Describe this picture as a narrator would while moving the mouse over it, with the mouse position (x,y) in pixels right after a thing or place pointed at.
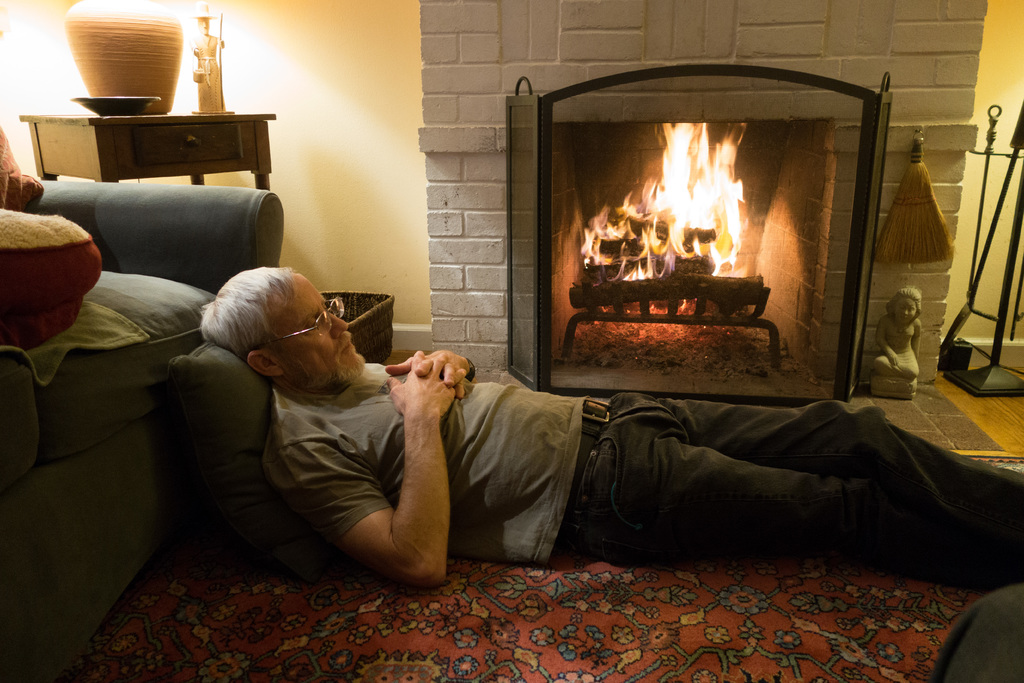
In this picture I can see a person (539,557) laying on the carpet (503,565) and a pillow (216,367), there is a chair (115,251), pot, toys (223,101), plate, table (191,121), fireplace (620,139) and there are some other items (14,194).
